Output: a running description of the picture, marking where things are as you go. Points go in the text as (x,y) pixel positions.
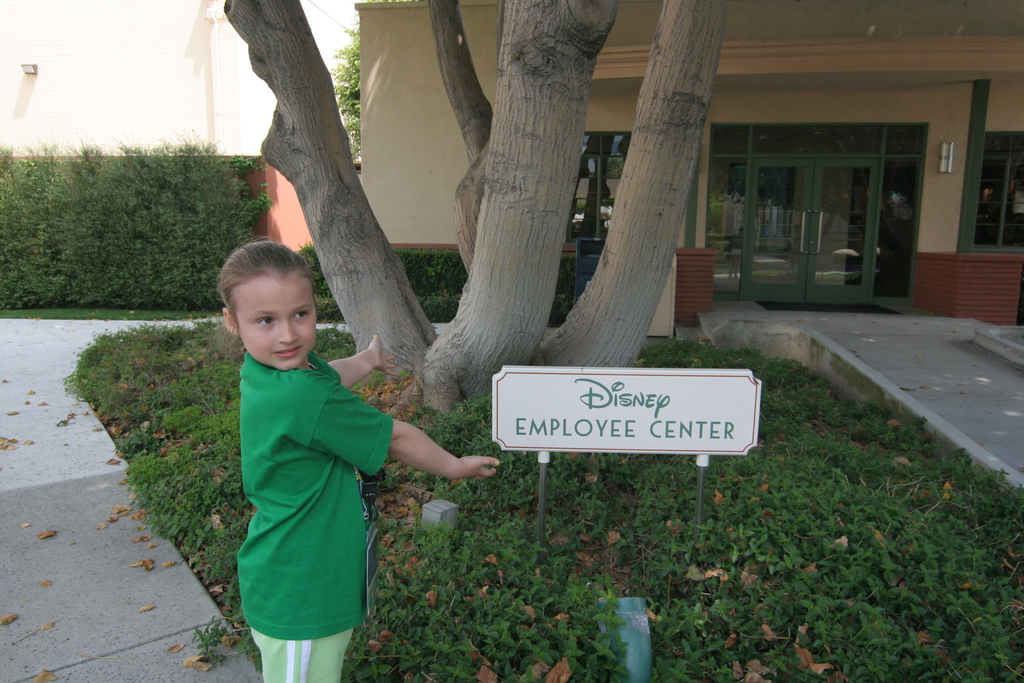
In this image there is a child (330,492), in front of the child (344,522) there is a tree (519,244) and a few plants (549,596), in between them there is a board (554,405) with some text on it and in the background (953,91) there is a building (438,195), trees (342,94) and plants (130,258).
